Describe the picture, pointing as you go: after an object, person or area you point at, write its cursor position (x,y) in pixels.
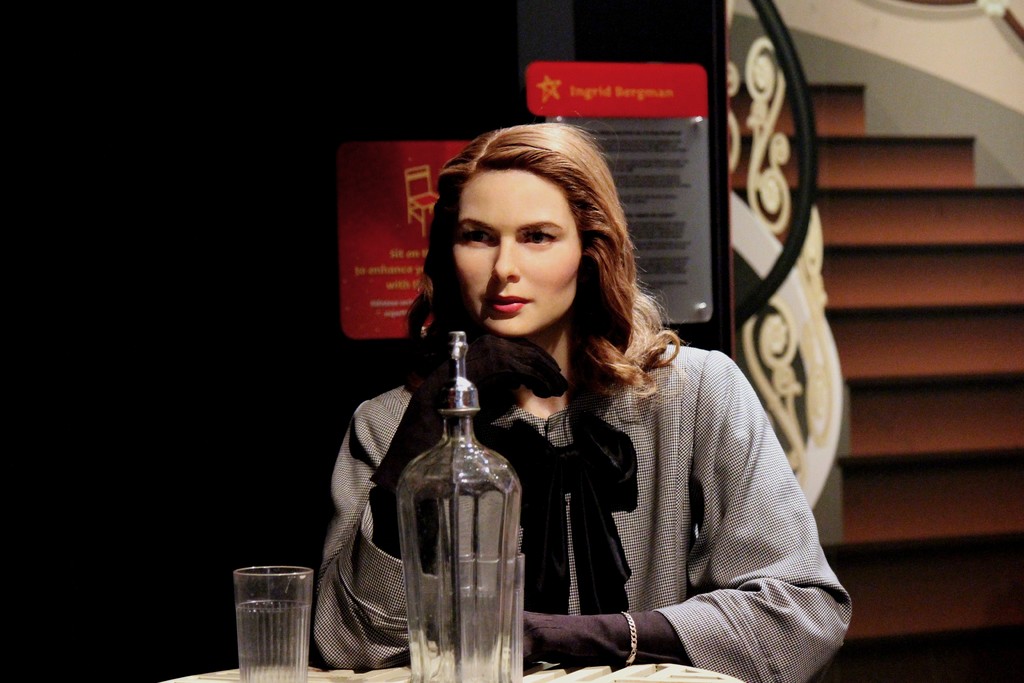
In the image we can see there is a woman (687,516) who is sitting in front (650,507) and there is a glass bottle (473,561) and a glass (283,622) on a table (543,667) and behind her there is a stairs (935,290).
